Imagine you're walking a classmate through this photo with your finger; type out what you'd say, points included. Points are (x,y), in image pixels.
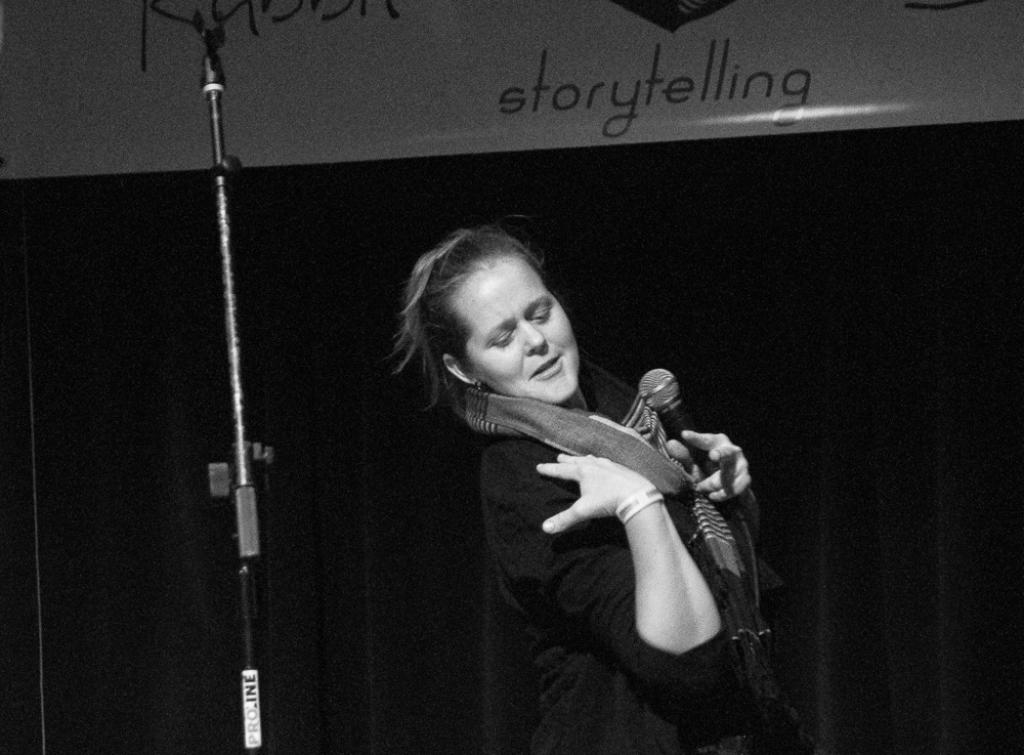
In this image I can see a woman (523,457) wearing a black color t-shirt (519,553) and holding a mike (661,372) and background (732,360) is very dark and beside the woman (569,456) I can see a stand (234,407).
